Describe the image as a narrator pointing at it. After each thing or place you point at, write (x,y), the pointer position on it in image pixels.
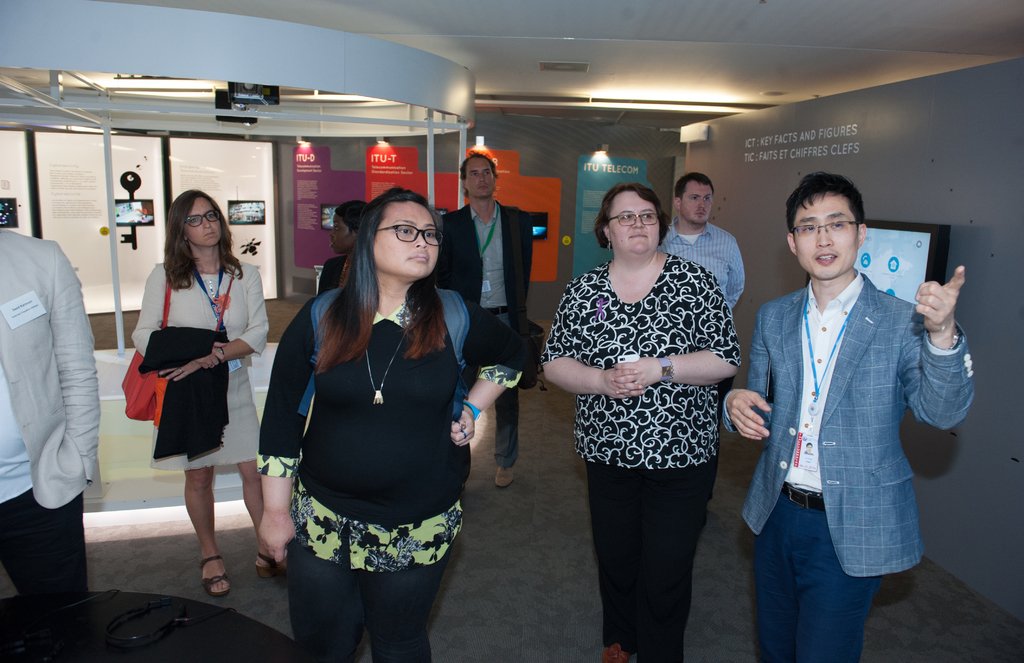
In this image there are people (381,326) standing. On the right (937,252) there is a screen (947,244) on the wall (948,223). In the background (591,201) there are boards (549,197) pasted on the wall (489,135) and there are lights (623,102).
